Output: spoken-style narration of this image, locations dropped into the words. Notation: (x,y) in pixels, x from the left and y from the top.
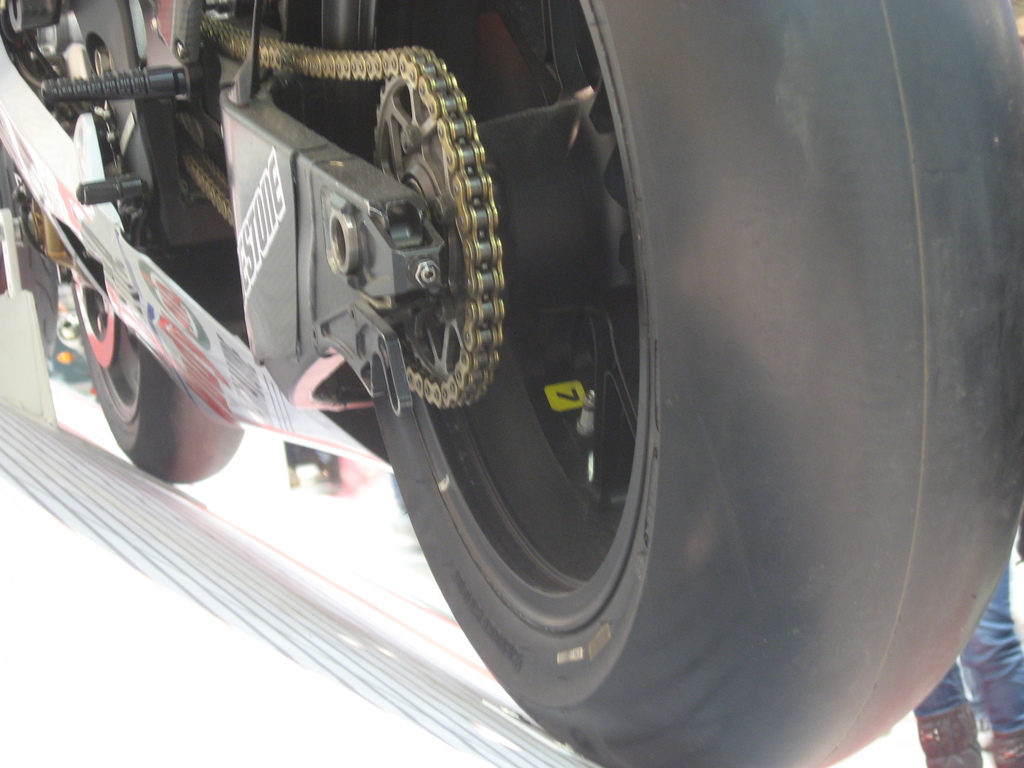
In this image we can see a bike (177,457) and also we can see the legs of the persons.
